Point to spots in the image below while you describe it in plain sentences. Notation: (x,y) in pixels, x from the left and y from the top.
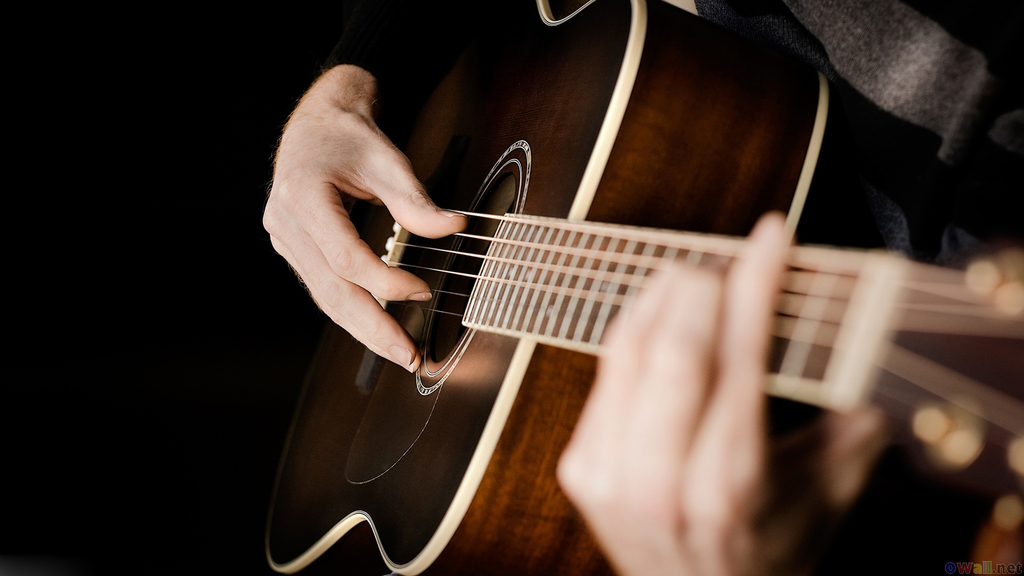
In this picture a person (897,148) is holding a wooden guitar (565,326). Background of the guitar (444,420) is in black color.
